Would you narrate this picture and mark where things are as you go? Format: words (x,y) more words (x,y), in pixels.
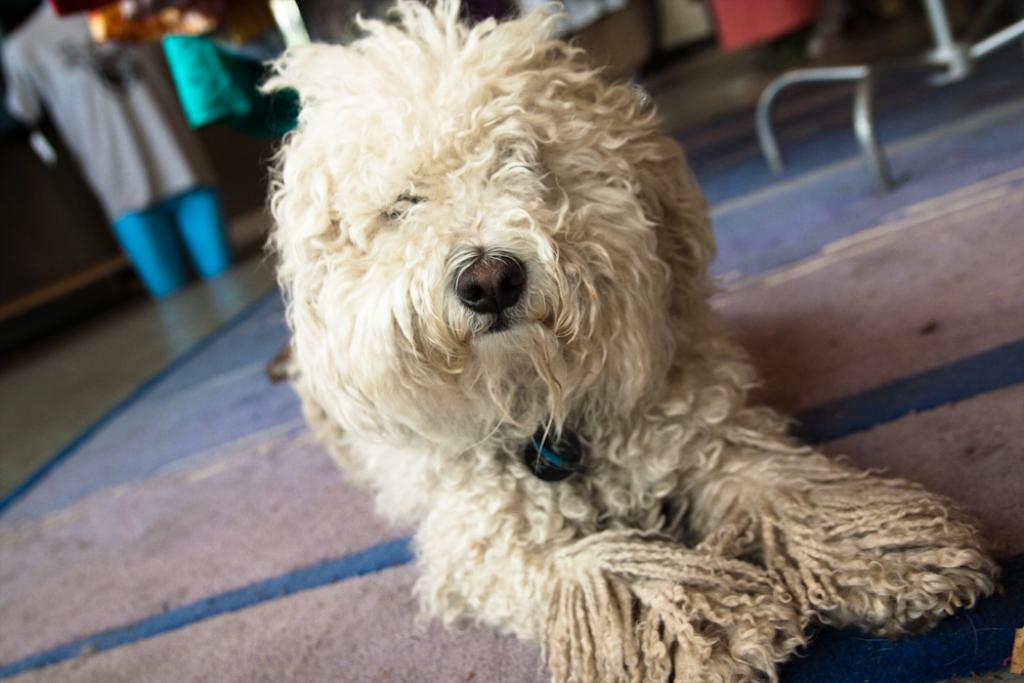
In this image, we can see a dog (636,468) lying on the mat (330,593). In the background (15,387), we can see rods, floor (136,320), cloths (200,197) and few objects (53,251).
